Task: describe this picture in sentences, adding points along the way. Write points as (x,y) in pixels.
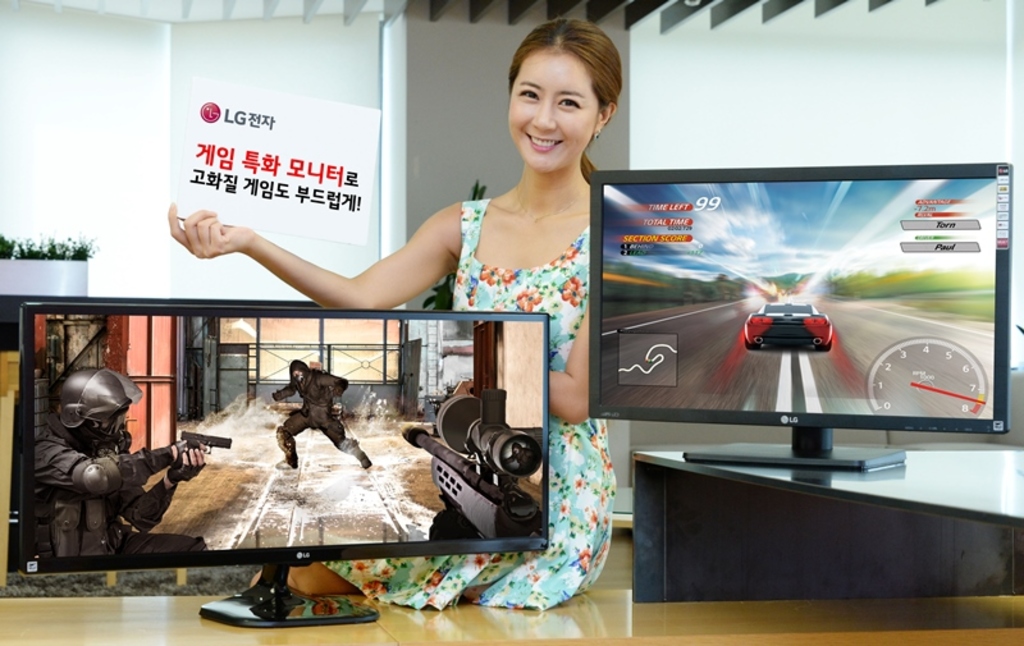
In this picture there is a woman (567,436) who is wearing beautiful dress (589,466) and she is smiling. Besides her I can see the television screen (636,384) on the table (775,470). On the right screen (827,266) I can see the car racing game (763,317). On the left (277,442) I can see the shooting game (276,494). On the left (13,244) background (1,241) I can see some plants (34,248) and pots (20,263).
